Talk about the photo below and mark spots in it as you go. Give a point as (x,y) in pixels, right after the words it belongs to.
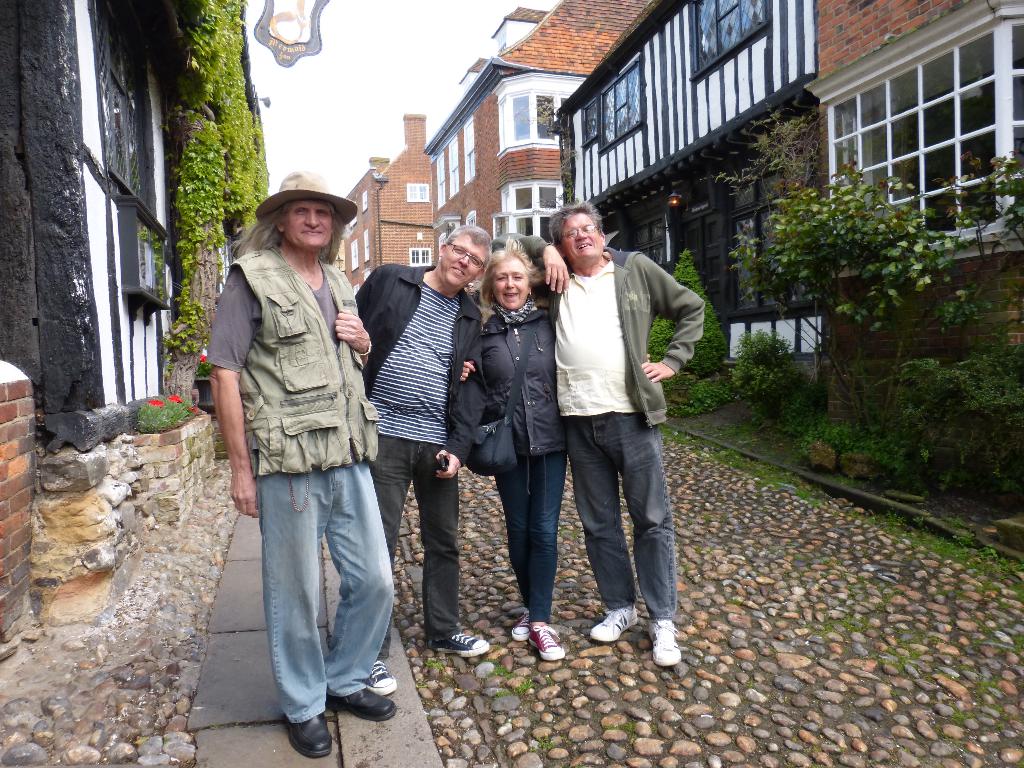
In the middle (643,328) I can see four persons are standing on the road (176,736). In the background (772,232) I can see grass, trees (774,260), fence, buildings (540,111), windows (525,114) and the sky (307,74). This image is taken during a day.
